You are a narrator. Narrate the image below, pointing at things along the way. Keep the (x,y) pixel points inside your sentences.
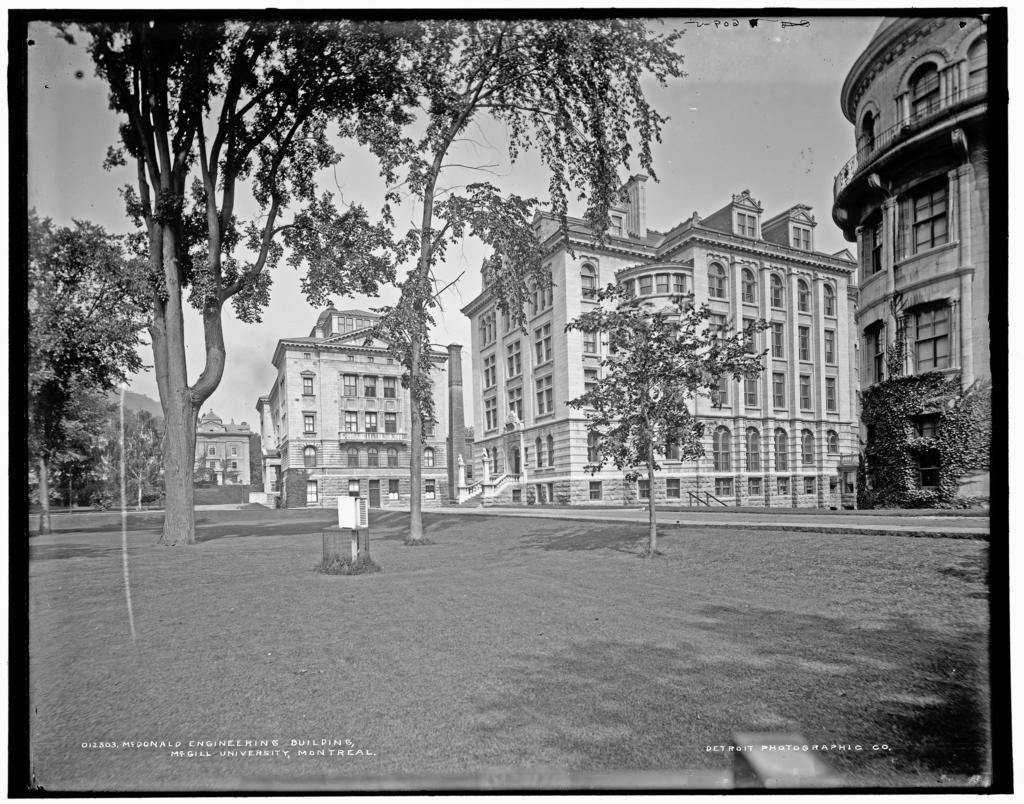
In this image I can see there are few trees (256,297), plants (629,316), a road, buildings (779,320) and this is a black and white image.
